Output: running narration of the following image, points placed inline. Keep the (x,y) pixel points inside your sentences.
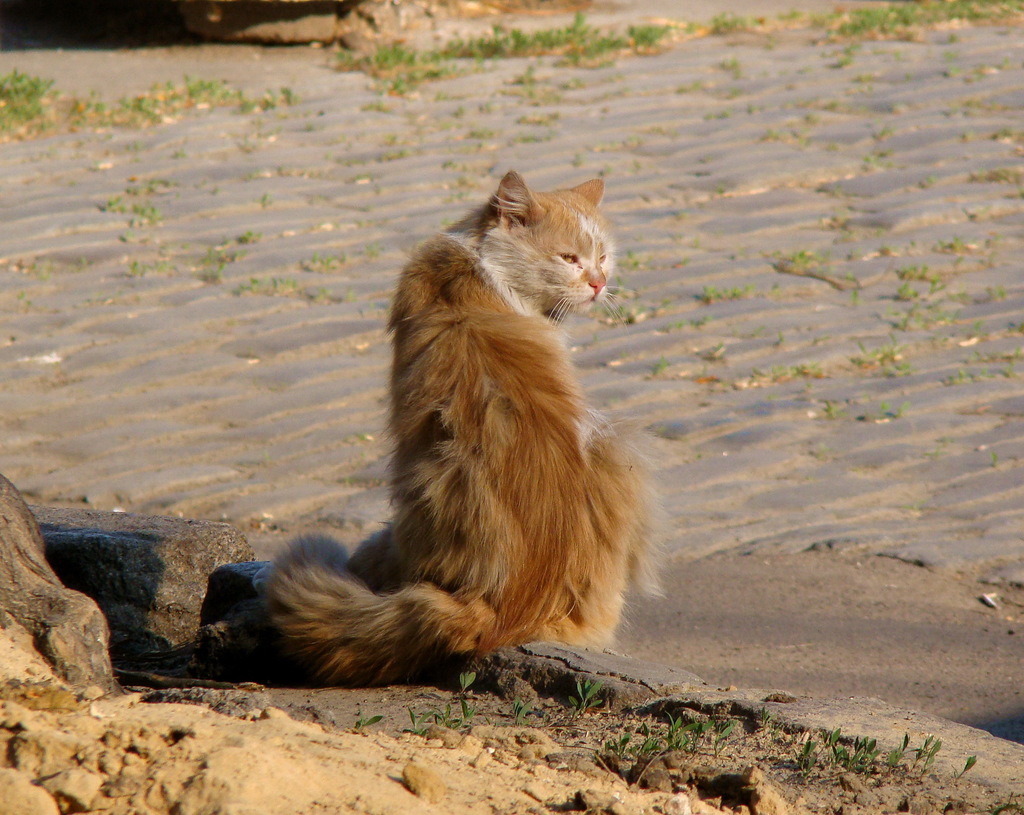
In this image, in the middle (527,408) there is a cat (520,503). At the bottom (583,713) there are stones (555,761), grassland (717,742). In the background (93,194) there are plants (882,354), land (876,342).
